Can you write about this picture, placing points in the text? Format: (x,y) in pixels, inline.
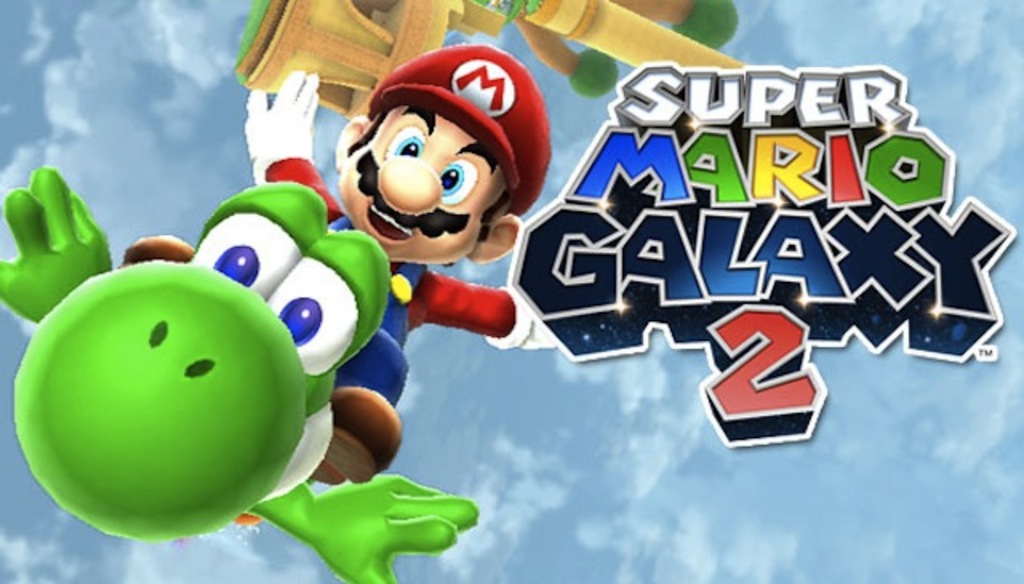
In this animated picture a person (379,359) is sitting on the animal (265,468) and flying in air. Top of the picture (538,25) there is an object (586,44). Right side (736,95) there is some text (849,317). Background (62,32) there is sky (7,384) with some clouds (679,561).
